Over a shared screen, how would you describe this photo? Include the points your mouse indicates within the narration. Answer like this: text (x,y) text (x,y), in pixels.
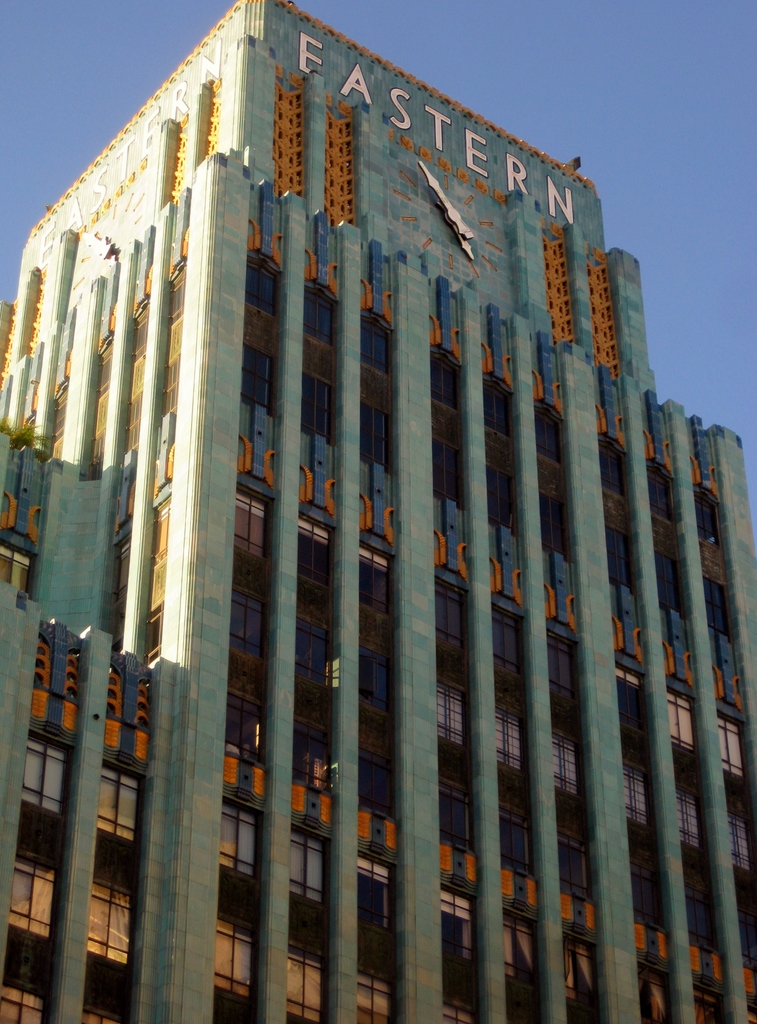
In this image we can see a building (314,753) with windows (316,769), a signboard (552,198) and a clock (410,171). On the backside (27,93) we can see the sky (14,258).
